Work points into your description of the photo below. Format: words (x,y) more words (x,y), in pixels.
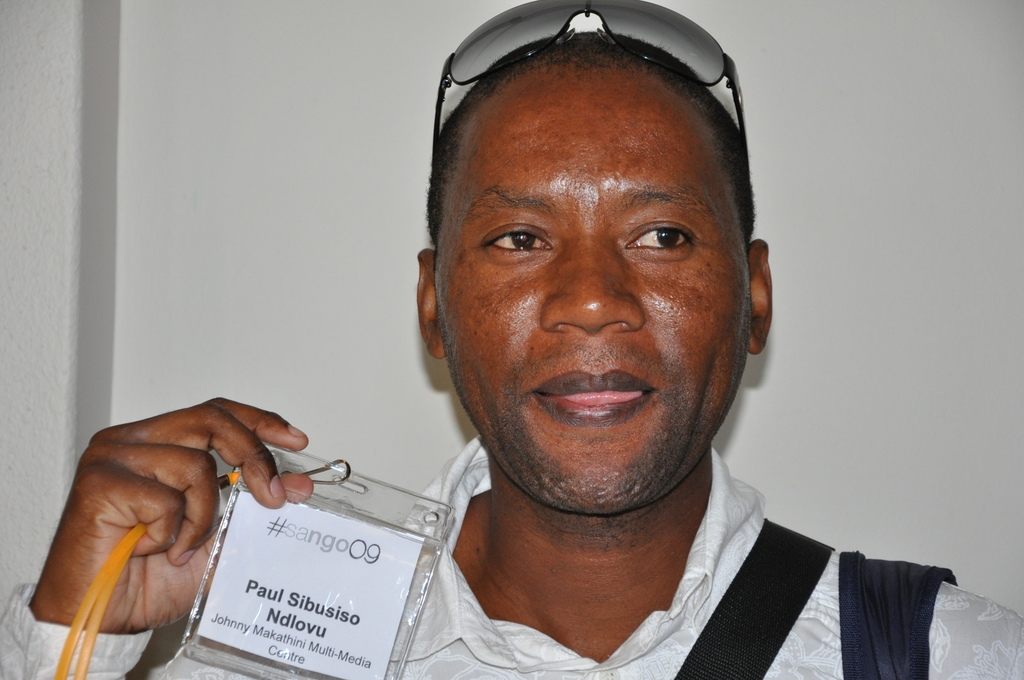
In this image we can see a person (474,451) holding an id card (355,581) with some text (301,619) on it. We can also see the glasses (636,36) on his head (454,221). On the backside (258,238) we can see a wall (268,229).
